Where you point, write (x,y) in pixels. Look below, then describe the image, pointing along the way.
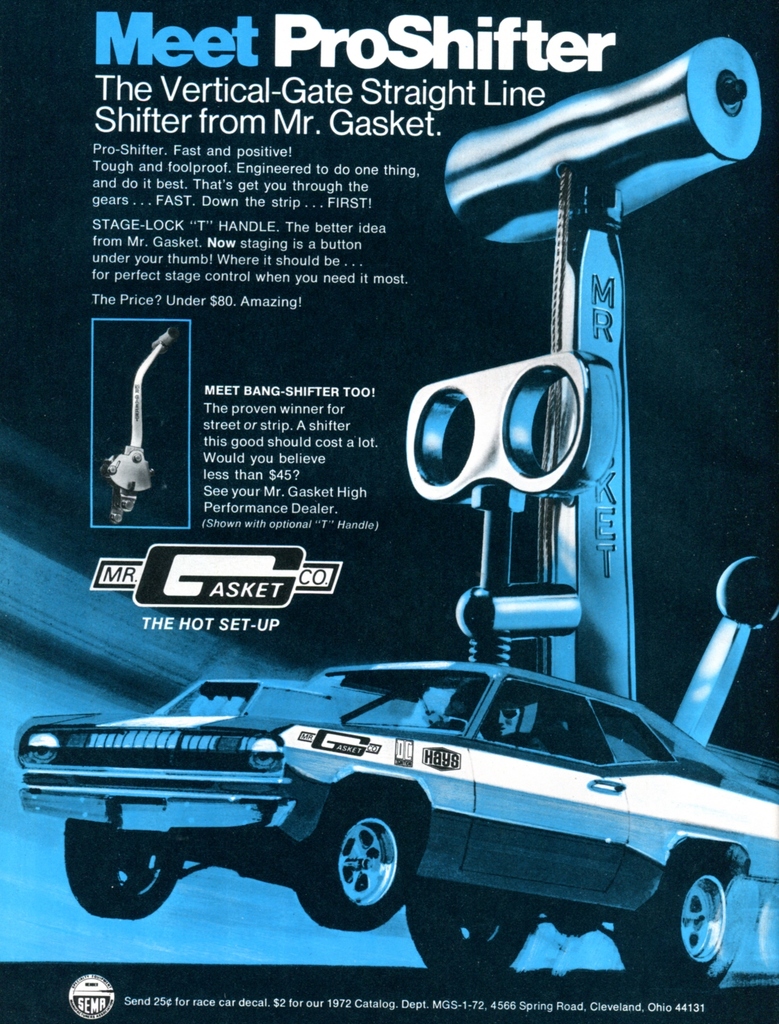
This image consists of a poster (266,160). On this poster (257,360), I can see some text (264,457) and an image of car (410,781) and a machine (533,456).
